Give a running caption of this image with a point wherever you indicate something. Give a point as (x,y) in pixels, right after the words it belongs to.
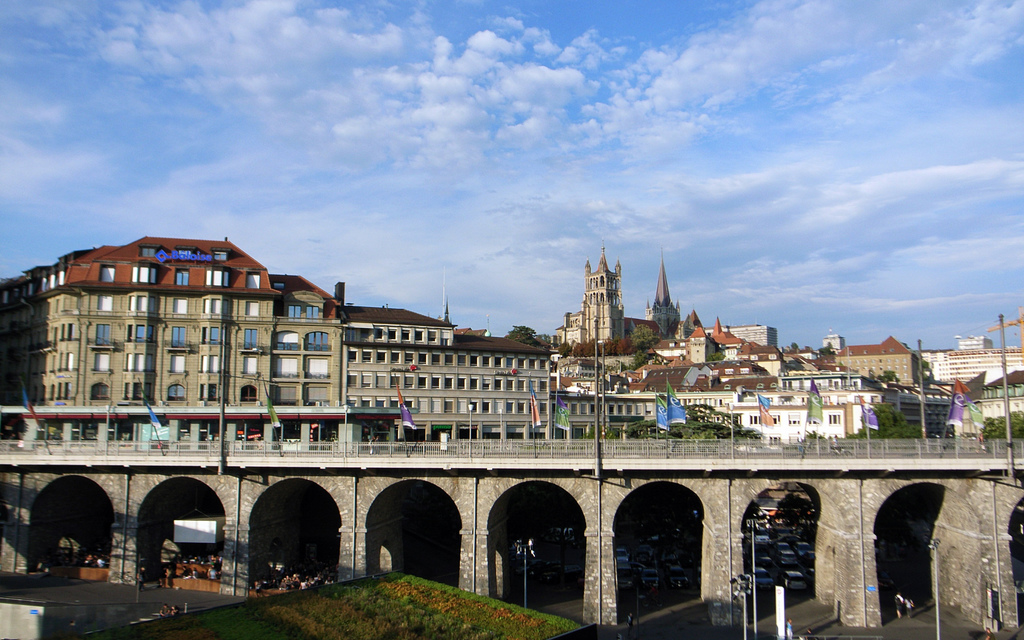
In this picture we can see a few buildings (778,370), flags (147,404), poles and arches (849,563). There are few traffic signals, vehicles (801,580) and people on the path (543,608). Some greenery (301,610) is visible. Sky (199,235) is blue in color and cloudy.
